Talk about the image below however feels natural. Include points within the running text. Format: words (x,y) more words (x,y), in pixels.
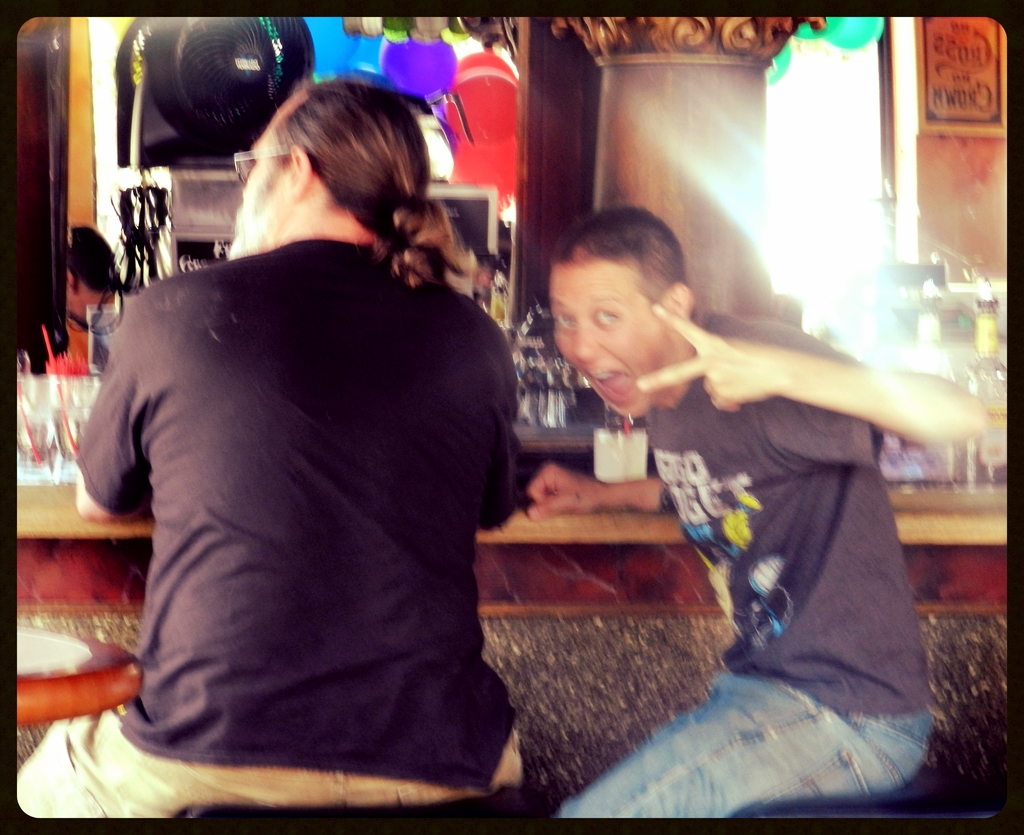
These two people (394,615) are sitting. On this table (59,492) there are glasses (50,409) and bottles (993,409).
